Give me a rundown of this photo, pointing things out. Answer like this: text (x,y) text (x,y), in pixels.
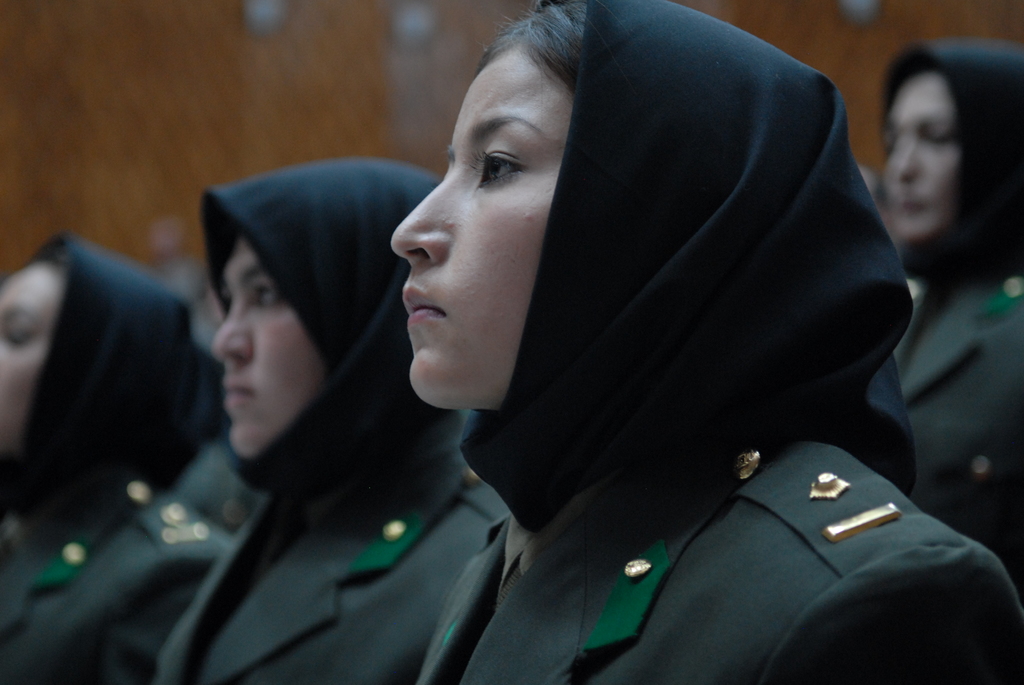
In this image we can see a few people (447,540) and in the background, we can see the wall (427,64).
